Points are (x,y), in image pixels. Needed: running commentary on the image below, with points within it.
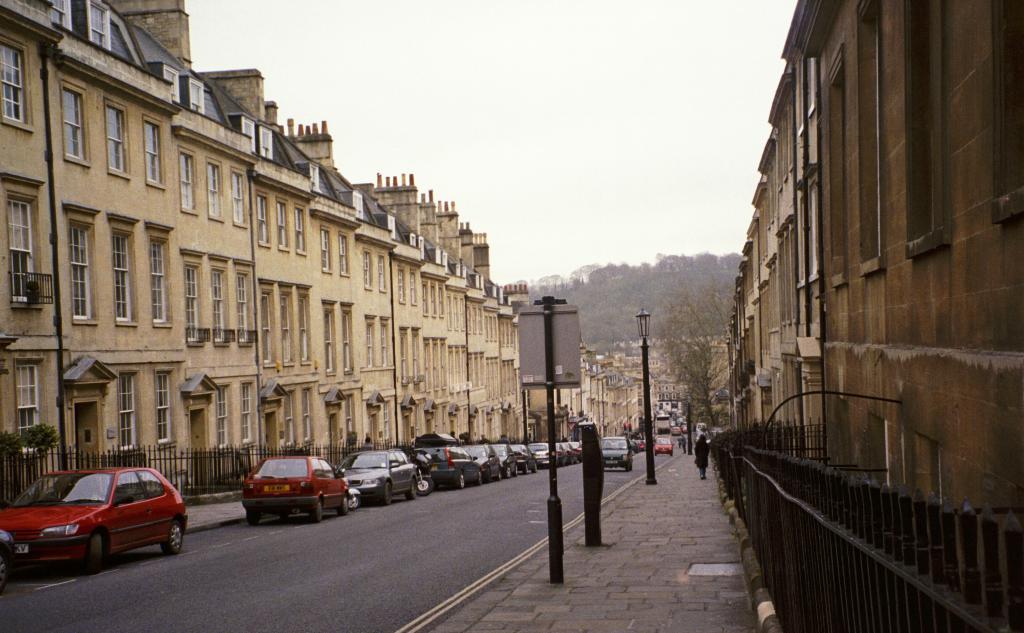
This image is taken outdoors. At the top of the image (429,122) there is the sky (610,147). At the bottom of the image (414,575) there is a road (386,576) and there is a sidewalk (651,489). On the left (289,326) and right sides of the image there are a few buildings (484,314) with walls (896,328), windows (402,353), doors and roofs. There are a few railings (240,463). There are a few plants (35,430). Many cars (373,460) are parked on the roads (206,541) and a few are moving on the road (604,476). There are a few poles (651,409) with street lights (648,409). In the middle of the image (647,304) there are many trees (631,317) and there are a few buildings (639,424).
